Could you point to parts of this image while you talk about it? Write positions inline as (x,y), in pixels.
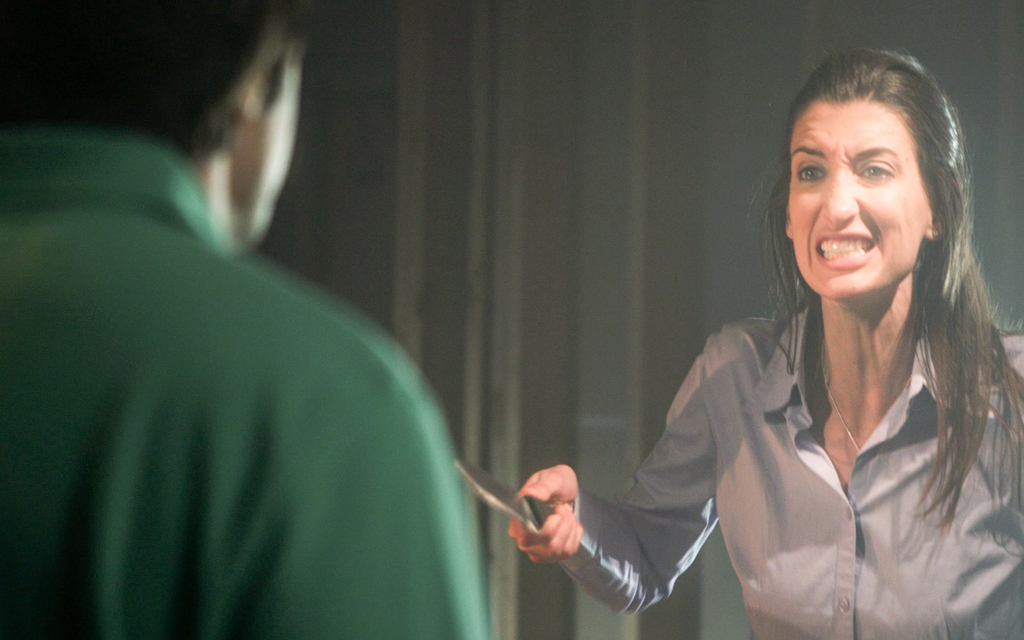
In this image there is a woman (745,514) standing and holding a knife (549,510). On the left (132,532) there is a man (150,334). In the background (421,299) we can see a wall (593,186).
